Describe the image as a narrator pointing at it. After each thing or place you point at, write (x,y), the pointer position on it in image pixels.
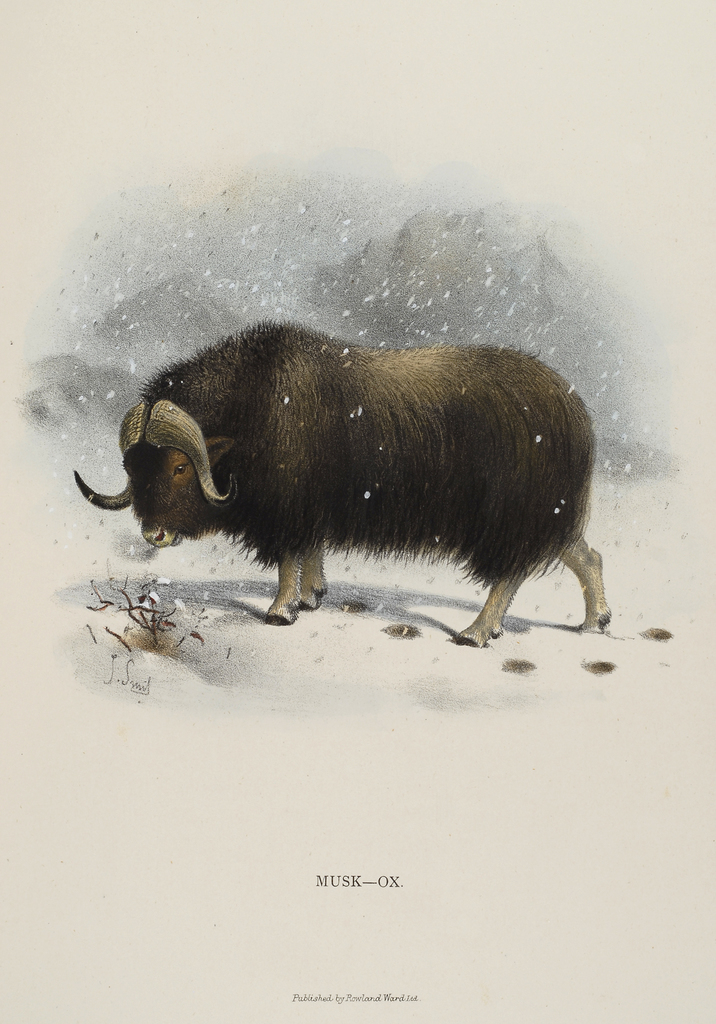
As we can see in the image there is a black color bull (319,452) and snow (459,591).
